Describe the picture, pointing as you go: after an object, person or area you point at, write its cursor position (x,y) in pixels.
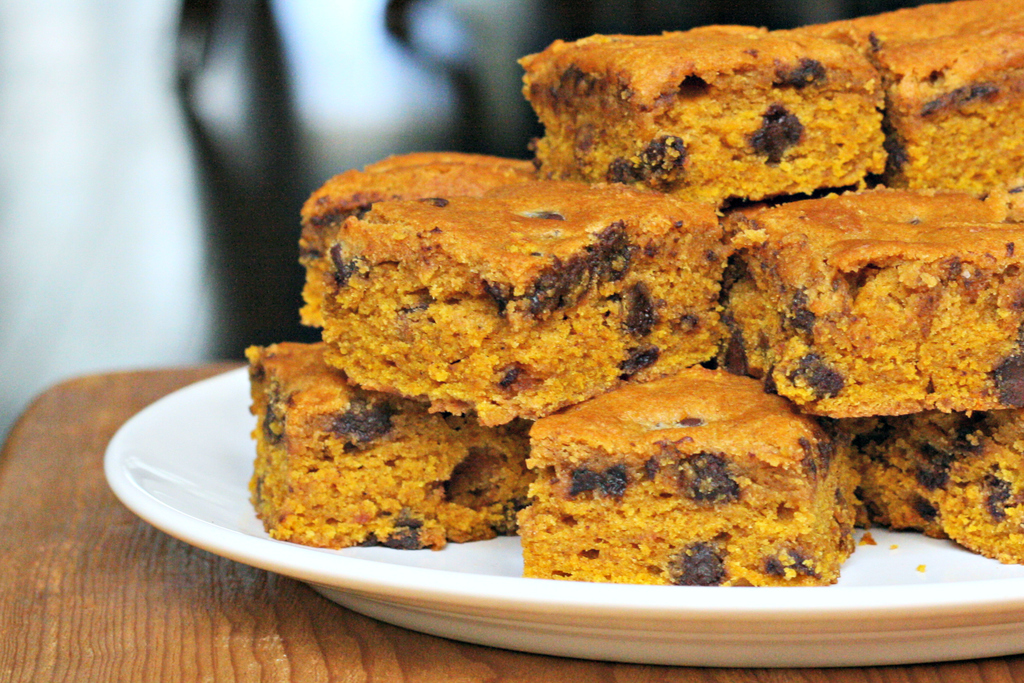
In this image, we can see cake pieces (559,429) in the plate (560,597), placed on the table (130,626).
